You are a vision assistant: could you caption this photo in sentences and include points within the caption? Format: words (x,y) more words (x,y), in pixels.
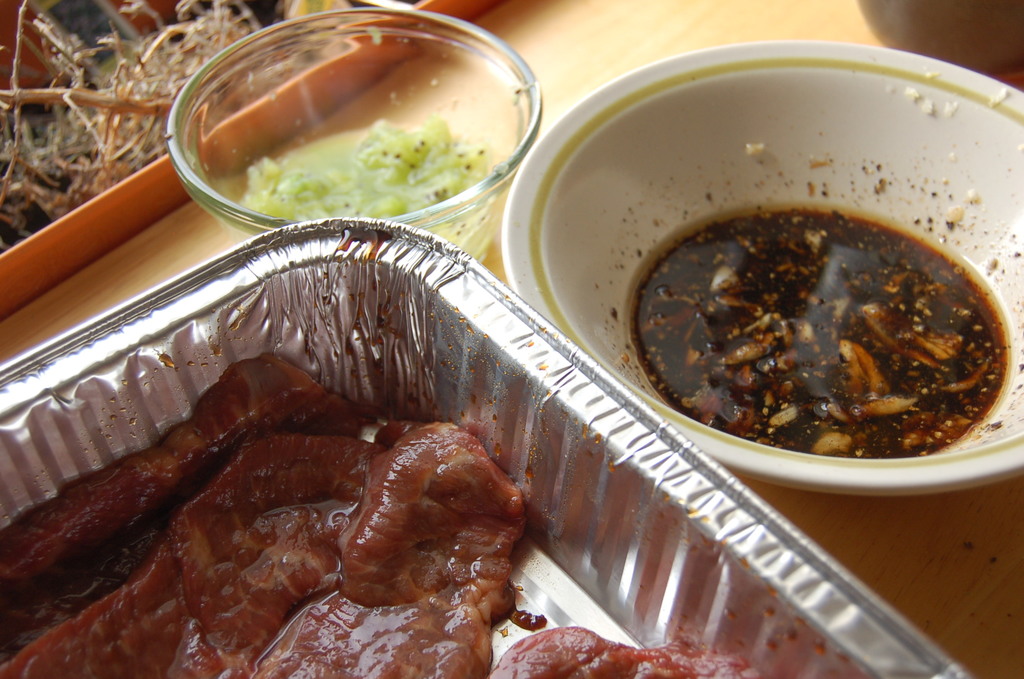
In this picture we can see bowls (342,97) with food items (874,398) in it and these bowls (298,56) are placed on a table (71,290).
